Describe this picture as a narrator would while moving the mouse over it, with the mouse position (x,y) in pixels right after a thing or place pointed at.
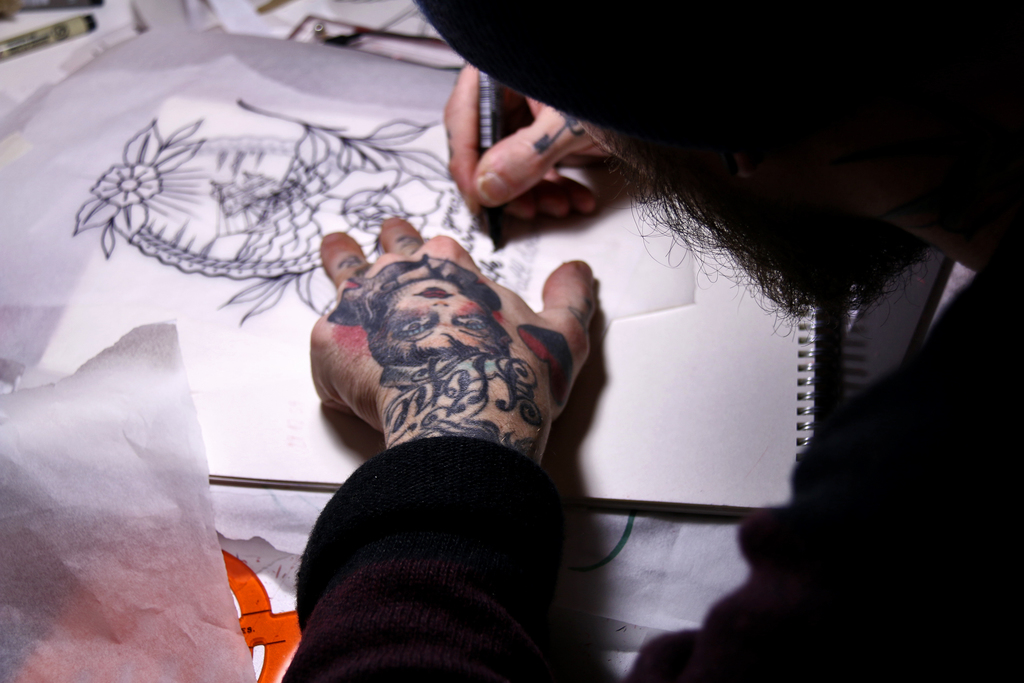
Here we can see a person (522,415) drawing on the book (323,441) and there is a tattoo (438,392) on the hand (482,378). Here we can see papers (87,129).
